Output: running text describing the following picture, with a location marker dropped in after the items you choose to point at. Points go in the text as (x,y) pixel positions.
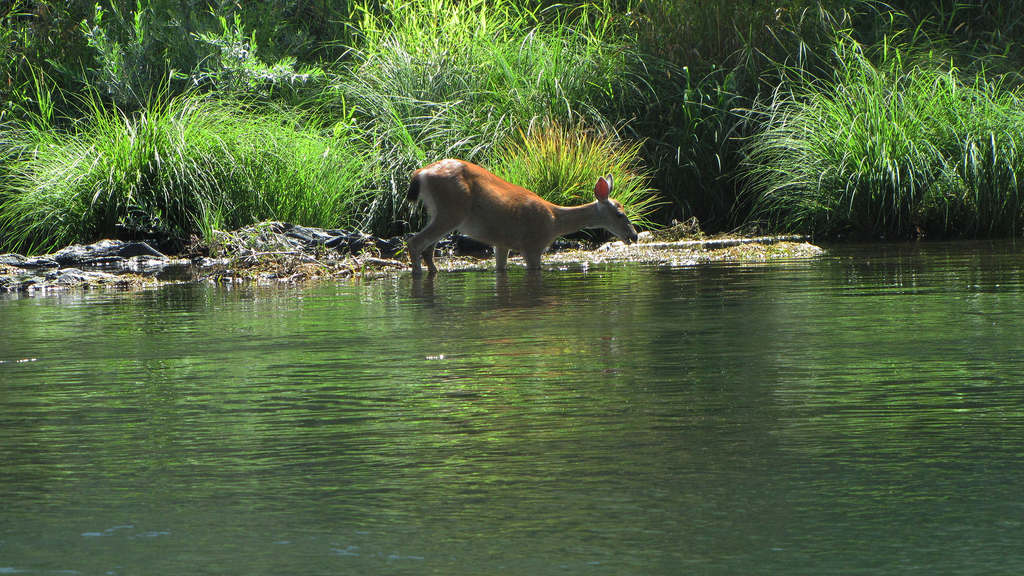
In this image I can see an animal (530,246) in the water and the animal (500,214) is in brown and white color, background (237,118) I can see the plants (490,108) and trees (105,11) in green color.
